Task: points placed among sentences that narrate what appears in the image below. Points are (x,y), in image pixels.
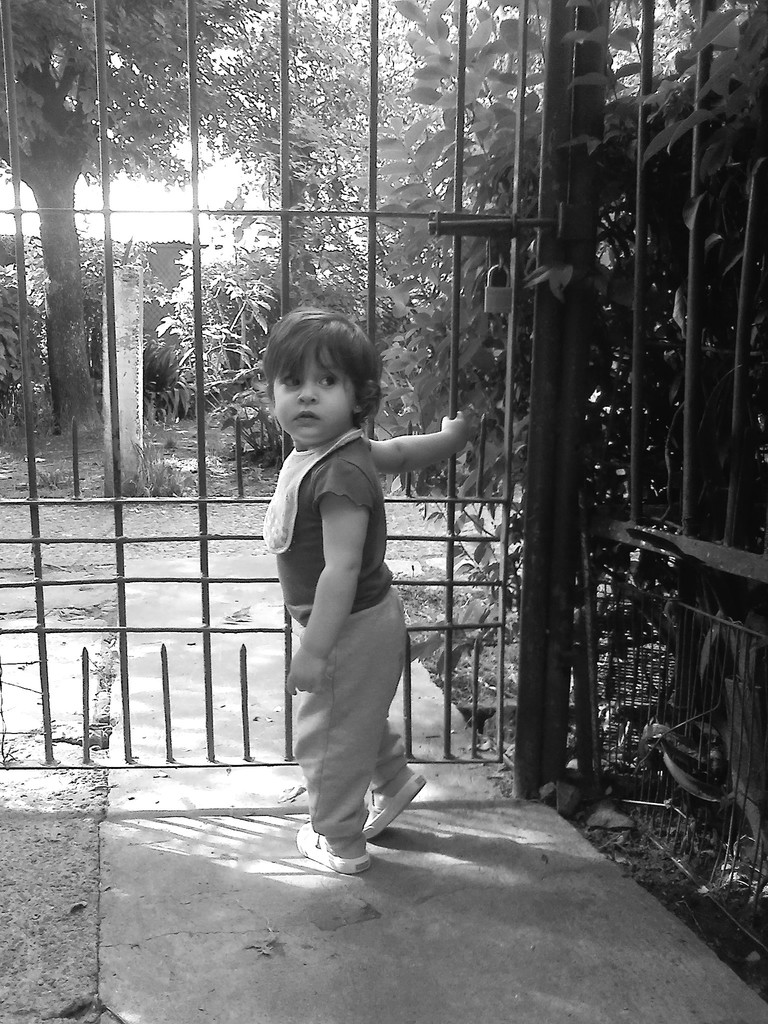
This is a black and white image. In the center of the image (385,541) we can see a boy (337,463) is standing. In the background of the image (168,392) we can see trees (474,270), pole (103,344), door (200,394), lock (493,301), grills (455,273) and some plants (437,366). At the bottom of the image (264,937) there is a ground (334,984).
